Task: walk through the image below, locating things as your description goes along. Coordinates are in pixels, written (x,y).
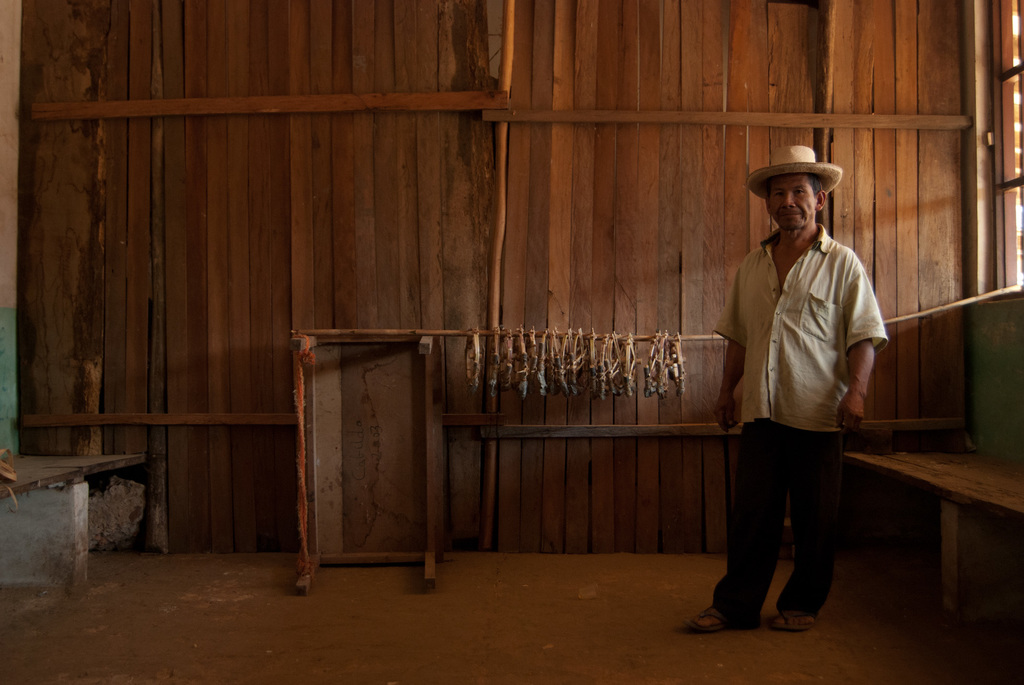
As we can see in the image there is a wooden wall (321,153), a man (772,197) wearing cream color hat (799,169), cream color shirt (780,328) and he is standing on the right side (811,318).
